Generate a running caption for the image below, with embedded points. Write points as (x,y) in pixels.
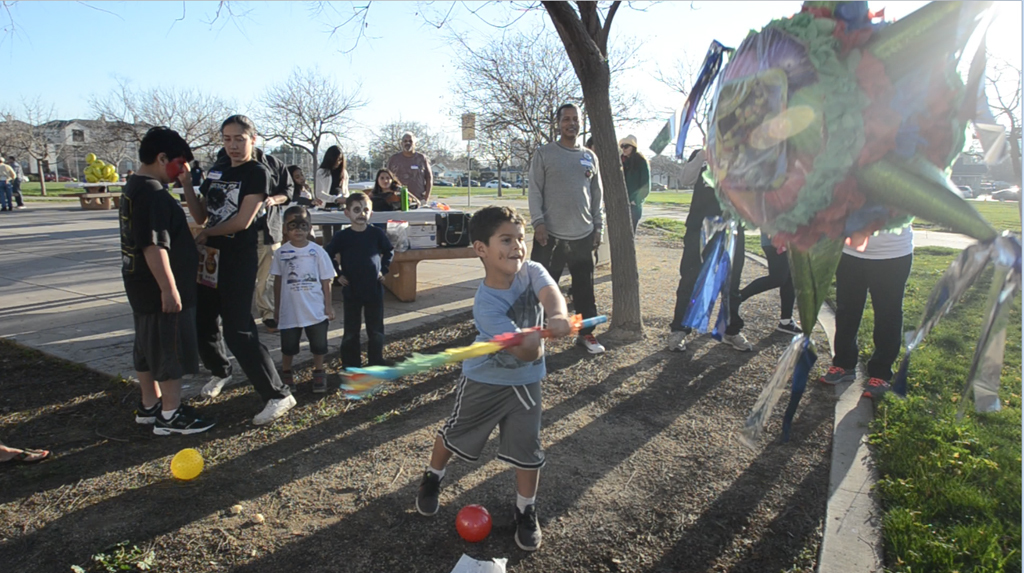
In this image group of people (283,215) standing on a surface (639,390) and in the middle (406,253) there is a table (416,265) on which some objects (445,208) placed over them. On the right side of the image (950,433) we can see grass (953,422) and behind the persons (546,164) they are some trees (321,135), a building (87,127), cars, a flag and a clear sky (389,74).
